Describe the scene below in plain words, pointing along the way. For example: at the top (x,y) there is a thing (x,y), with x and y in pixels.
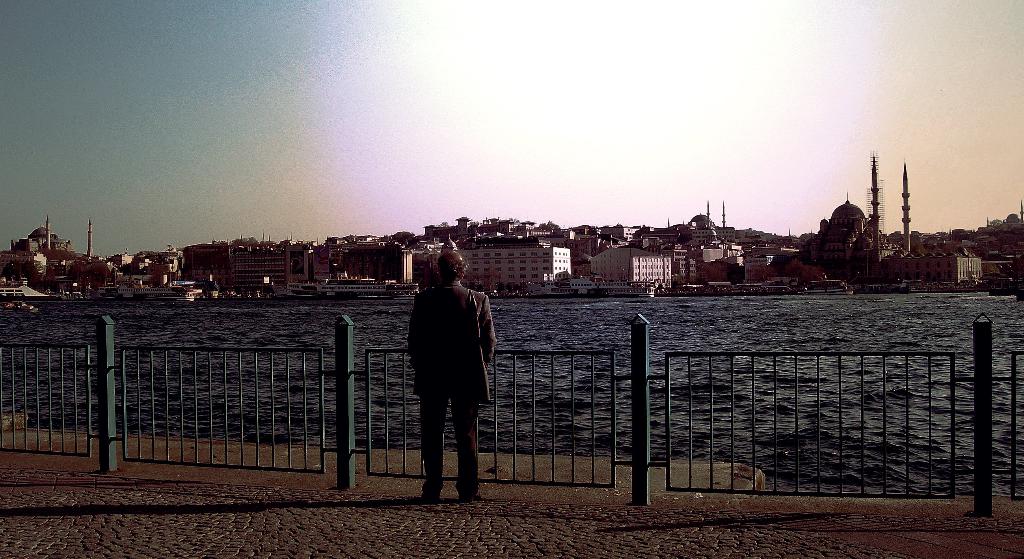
In this image I can see a person (470,452) standing on the floor (565,557) beside the fence (386,454), in-front of him there is so much of water (380,357) and buildings (221,270).
